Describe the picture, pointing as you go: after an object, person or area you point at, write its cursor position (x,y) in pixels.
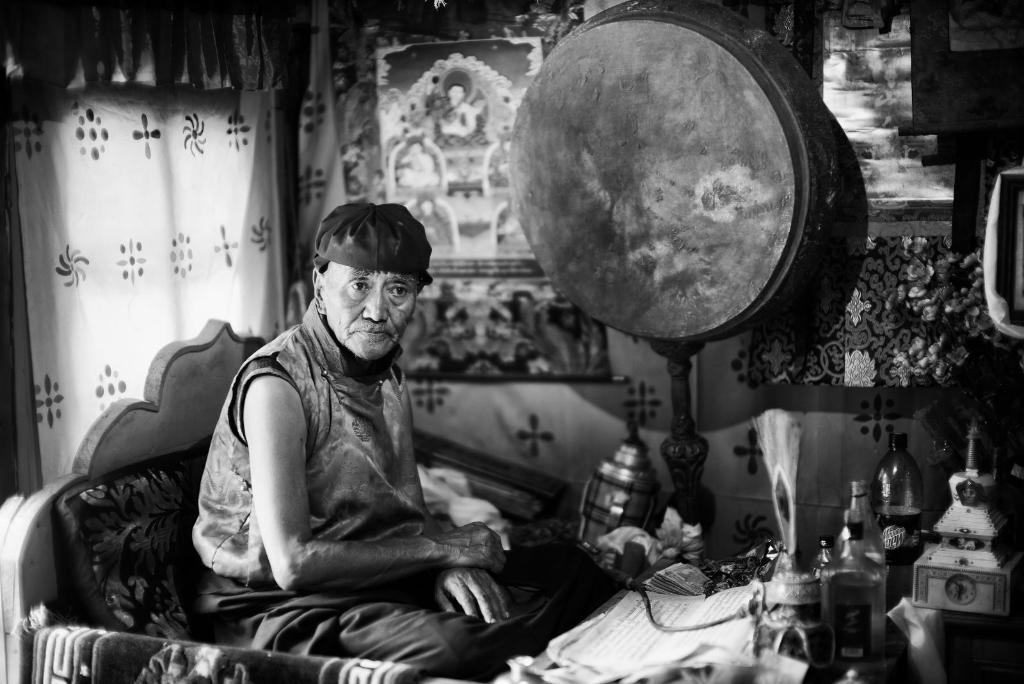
In this image there is a person (344,429) sitting on the sofa (146,561), there are objects (853,561) on the surface (822,675), there is an object (1004,227) truncated towards the right of the image (1001,282), there is a curtain (151,237), there is a photo frame (474,191), there are objects (645,472) on the ground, there is a cloth (896,328).
